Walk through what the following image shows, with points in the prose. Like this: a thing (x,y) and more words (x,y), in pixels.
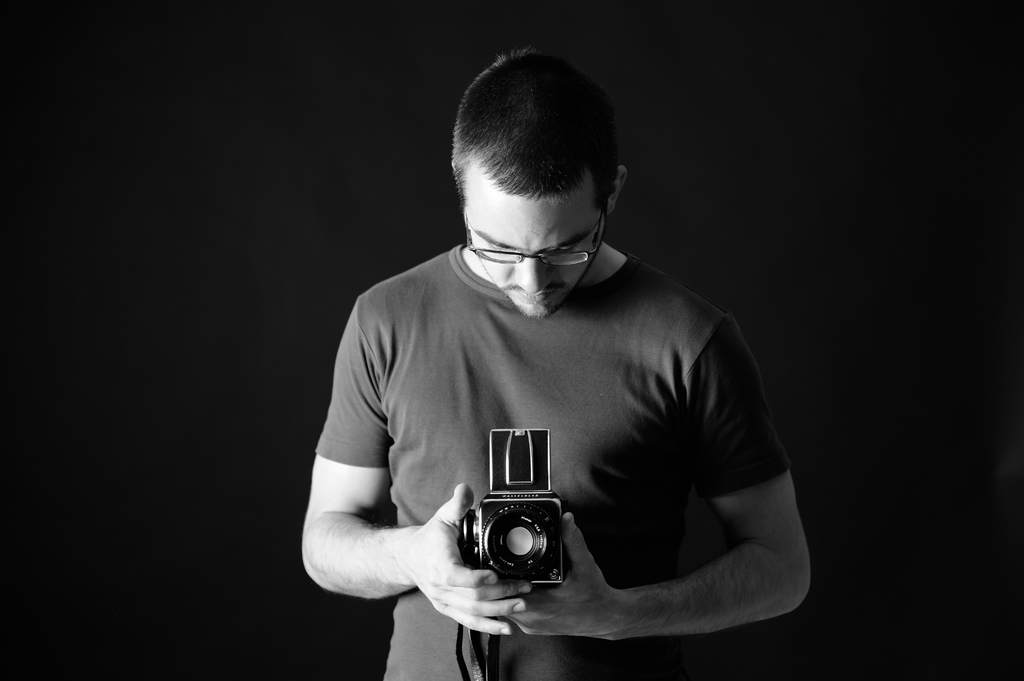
This picture is mainly highlighted with a man (559,299) who wore spectacles (591,254). He is standing and holding a camera (534,472) in his hands (539,596). He is staring at the camera (542,538).
